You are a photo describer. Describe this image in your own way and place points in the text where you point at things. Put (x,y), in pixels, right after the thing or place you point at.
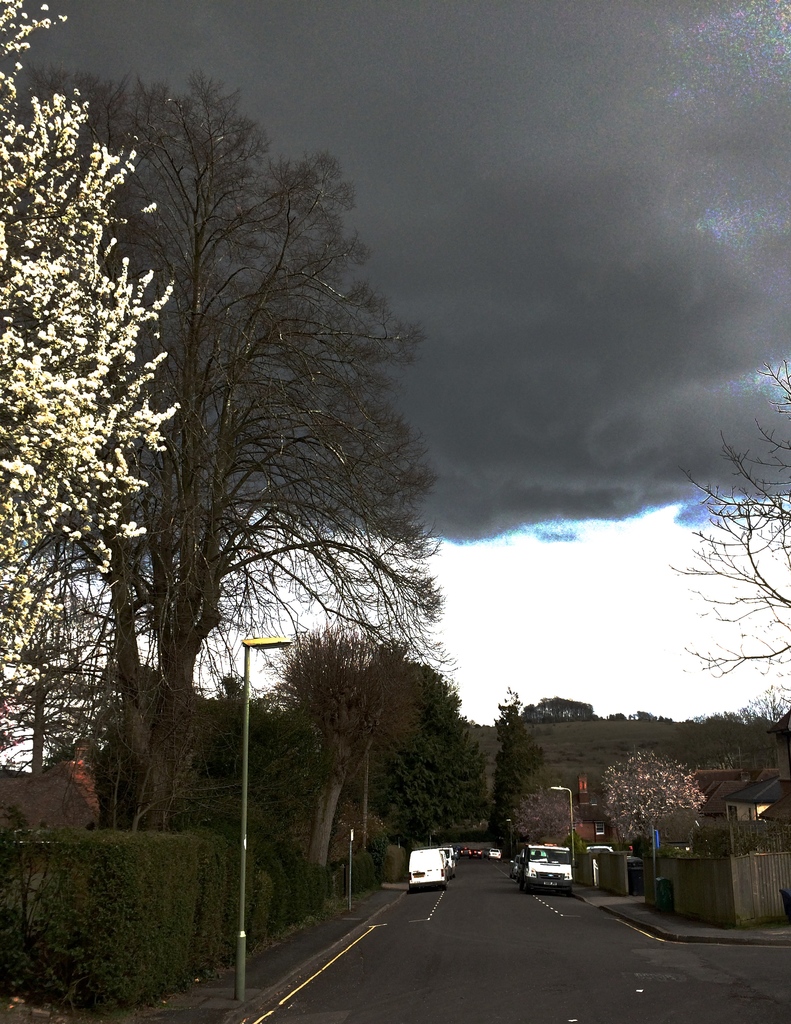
In this picture we can see vehicles (531,853) are moving on the road (535,959), beside we can see some trees (199,729), plants (71,917) and clouded sky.
